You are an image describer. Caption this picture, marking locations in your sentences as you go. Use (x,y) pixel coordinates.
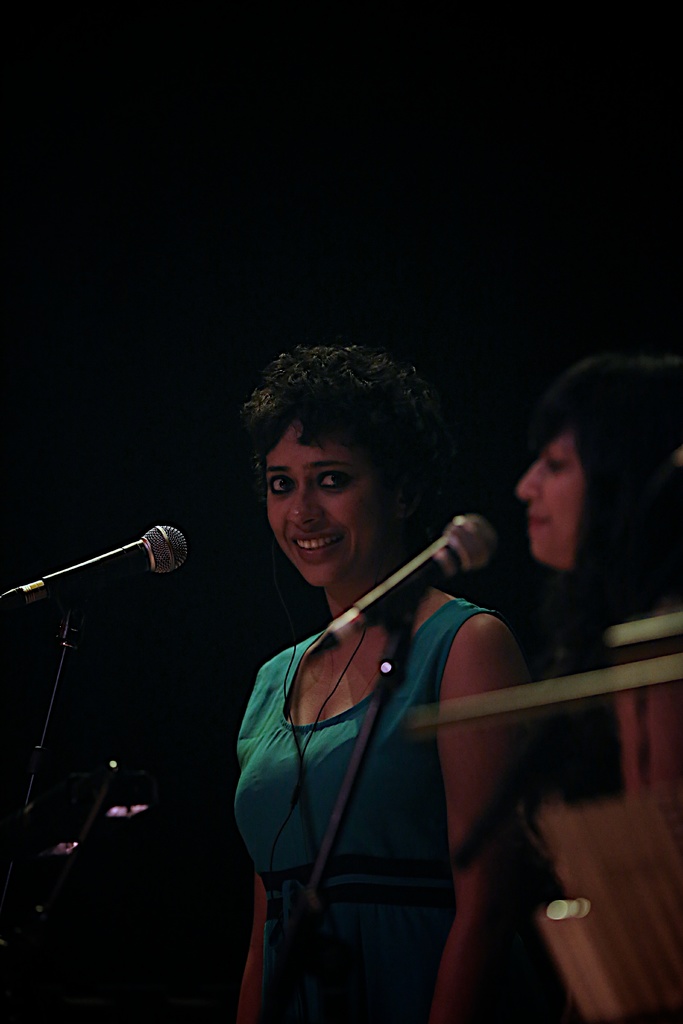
There are two ladies (309,444) on the right (623,461). There are mics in front of them. The lady (319,722) wearing blue t-shirt (315,739) is smiling.
